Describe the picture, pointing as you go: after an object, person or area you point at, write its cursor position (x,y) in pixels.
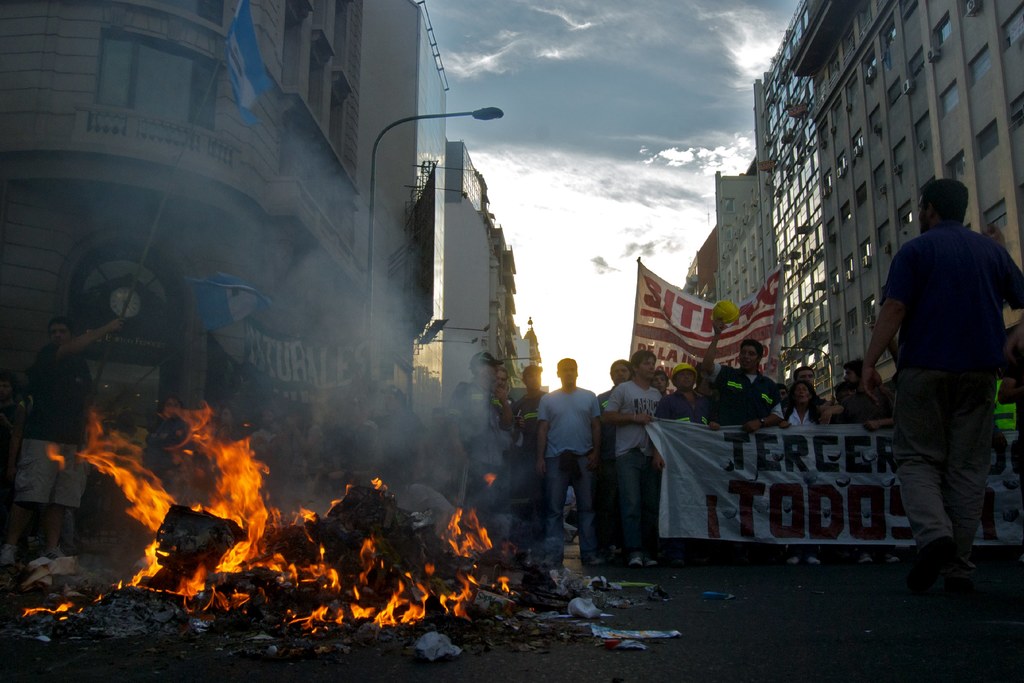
In the foreground of the picture (639,460) I can see a group of people (961,408) standing on the road (900,579) and I can see a few of them holding the banner (858,436). I can see a man (54,347) on the left side (14,536) holding the flag pole (126,310). I can see the flame (218,491) on the road (359,637). There are buildings (485,279) on the left side (219,222) and the right side (794,186). I can see a light pole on the side of the road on the left side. There are clouds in the sky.
